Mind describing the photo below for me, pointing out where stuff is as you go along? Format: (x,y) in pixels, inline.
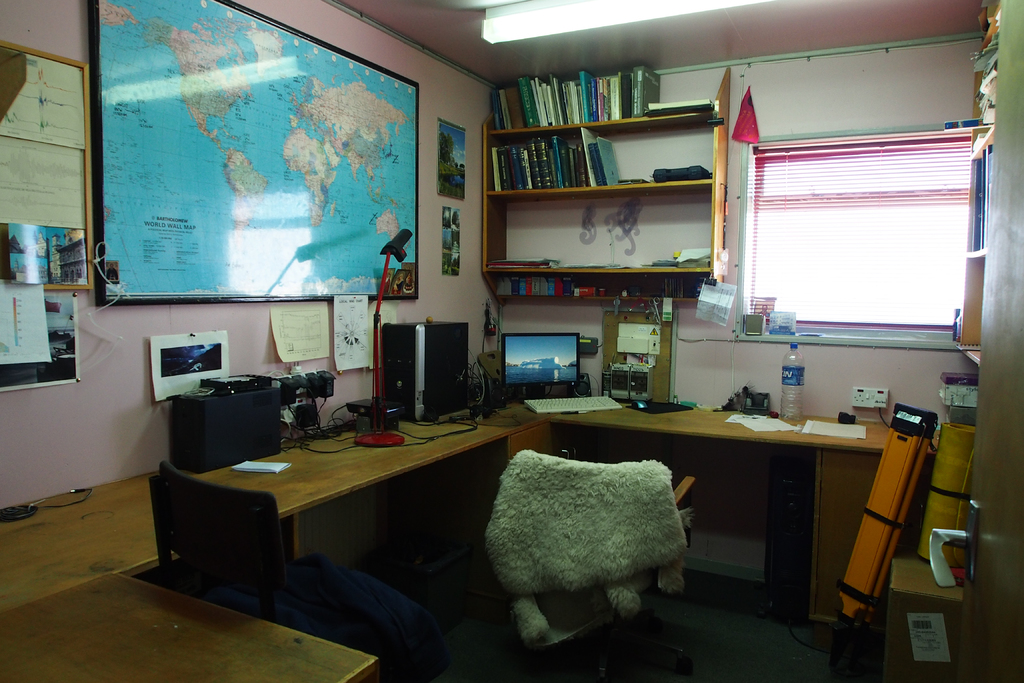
In this image I can see the system (447,397), few electronic devices (378,406), bottle (800,406), papers (741,424), wires (475,424) and few objects (483,409) on the table (88,499). I can see the chairs (165,498) in-front of the table (330,469). In the background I can see the boards (149,218) and papers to the wall (433,295). I can see the books (518,157) in the wooden shelves (575,190). To the right (870,213) I can see the window blind (889,241) and many objects (884,521) can be seen.
